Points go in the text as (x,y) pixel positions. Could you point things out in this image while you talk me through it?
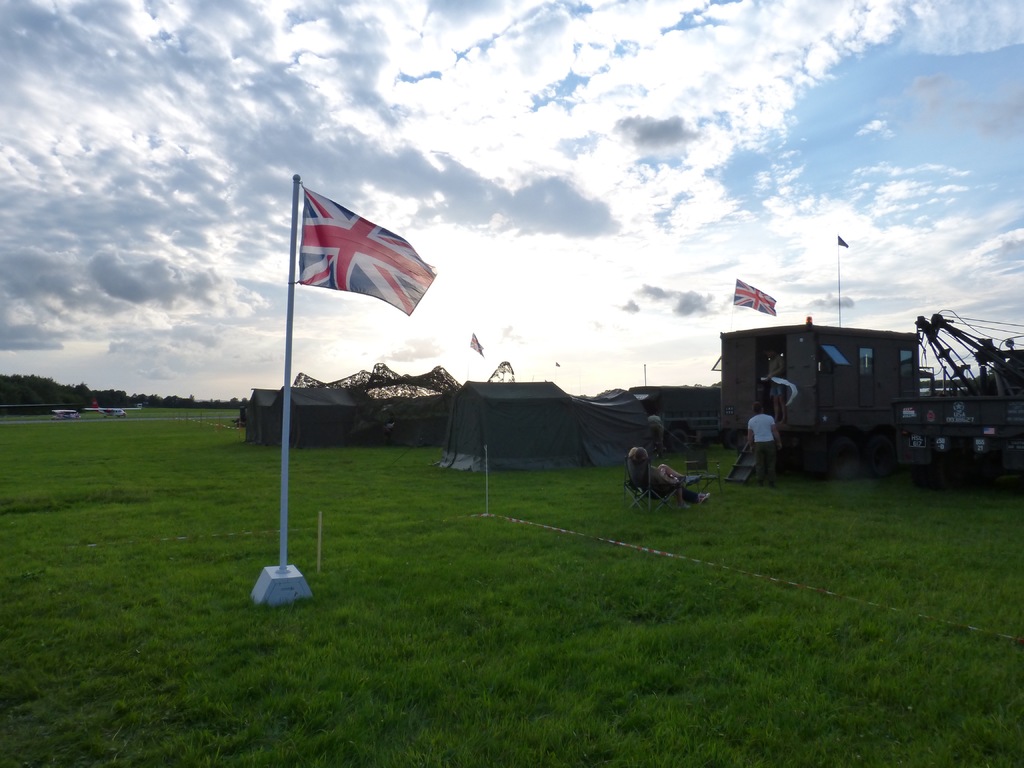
This image is clicked outside. There is a flag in the middle (396,259) and right side. There is sky (690,233) at the top (351,97). There is grass (506,633) at the bottom (621,710). There is a truck (854,357) on the right side (822,440).
